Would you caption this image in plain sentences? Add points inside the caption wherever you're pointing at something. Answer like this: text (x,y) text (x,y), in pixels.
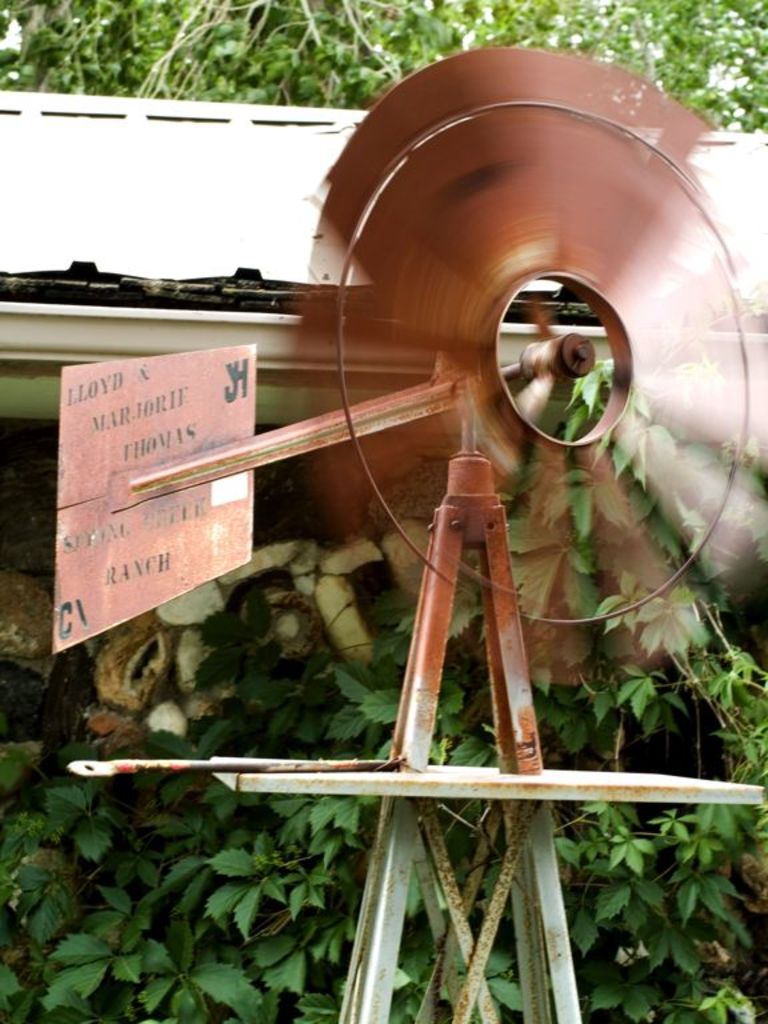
In this image, we can see a windmill (696,405), board (187,442) and rod (272,441). Background (45,907) we can see few plants (57,912) and white color object (204,317).
